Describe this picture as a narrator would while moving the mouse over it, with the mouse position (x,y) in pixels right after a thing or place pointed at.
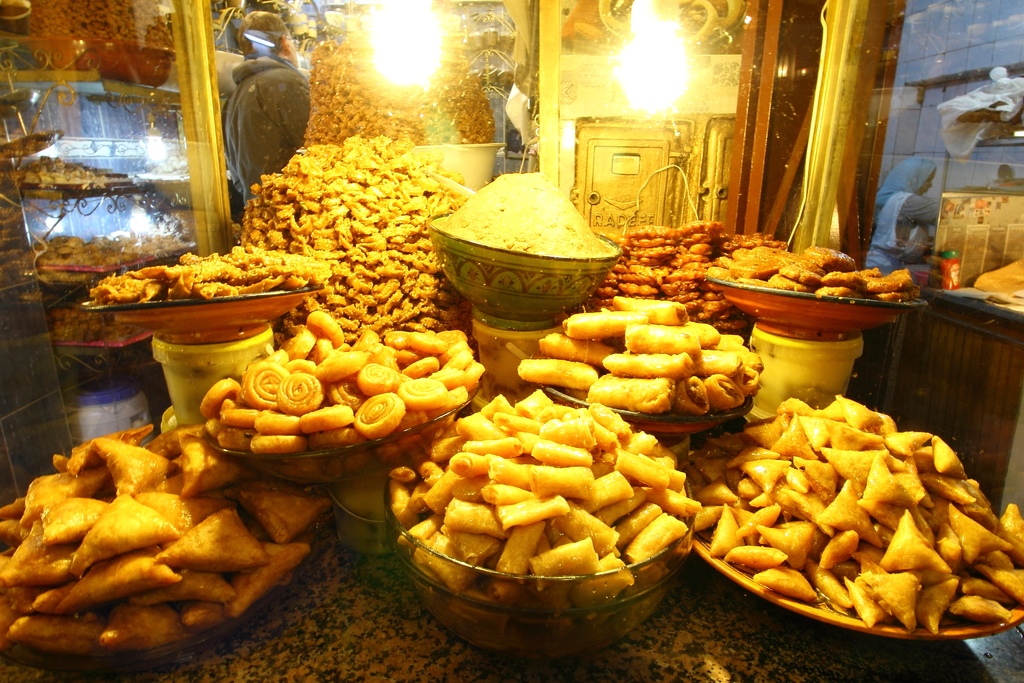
The picture consists of several food items (287,359) placed in bowls (215,304), baskets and plates (814,306). At the top (670,59) there are mirrors (889,130) and a light (630,59). On the left (57,20) there are reflection (87,185) of sweets (89,258). On the right (907,198) there is a woman (898,237) standing and there is a desk (984,343) also.
